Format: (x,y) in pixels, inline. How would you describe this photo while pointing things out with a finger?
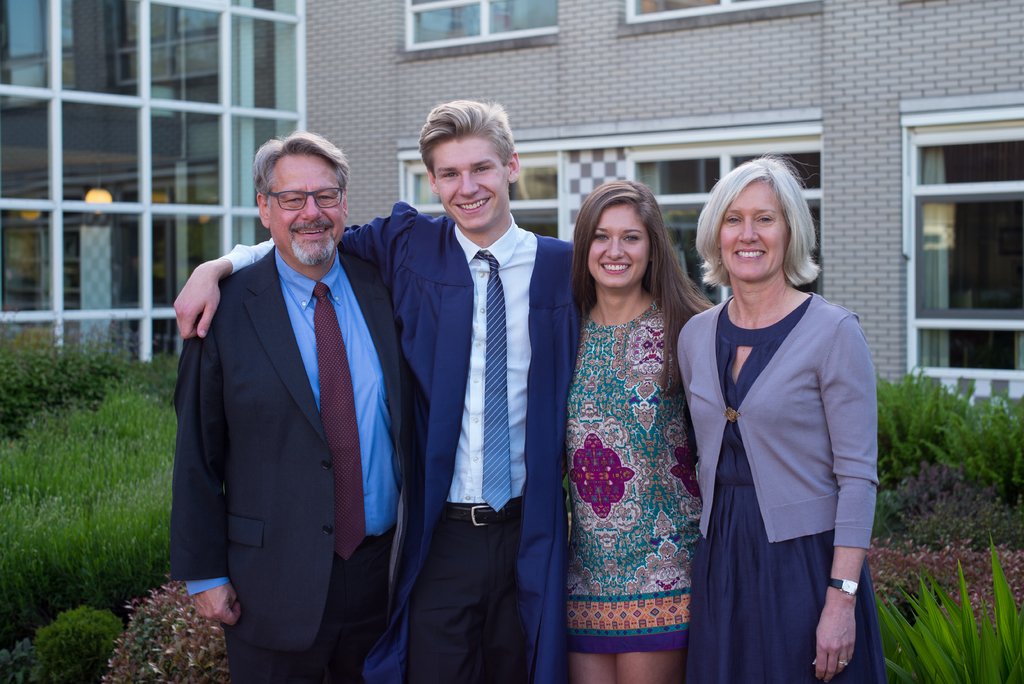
In this image I can see in the middle (563,299) two men (313,348) are standing, they are wearing coats (417,393), ties (345,409), shirts (475,400). Beside them two girls (621,425) are also standing, they are smiling, behind them there are bushes (59,540) and there is a building (390,91) with glasses (260,126).
